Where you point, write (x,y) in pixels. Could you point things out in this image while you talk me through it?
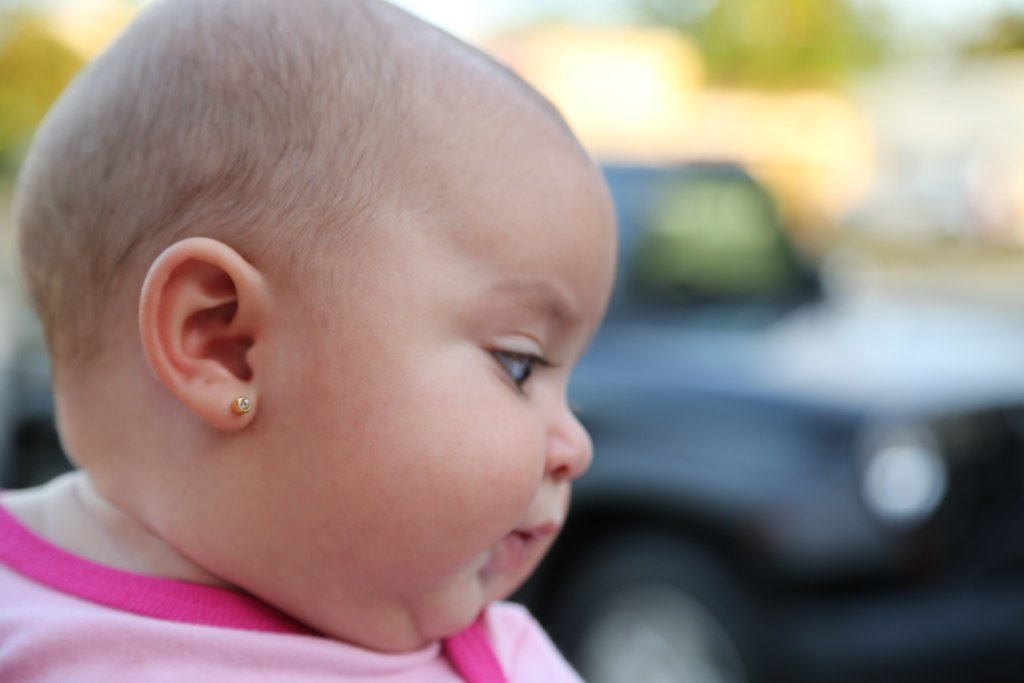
In this picture there is a baby girl (471,187) who is wearing pink color dress (323,673). Here we can see earring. In the back (592,424) there is a black color car (749,467).
